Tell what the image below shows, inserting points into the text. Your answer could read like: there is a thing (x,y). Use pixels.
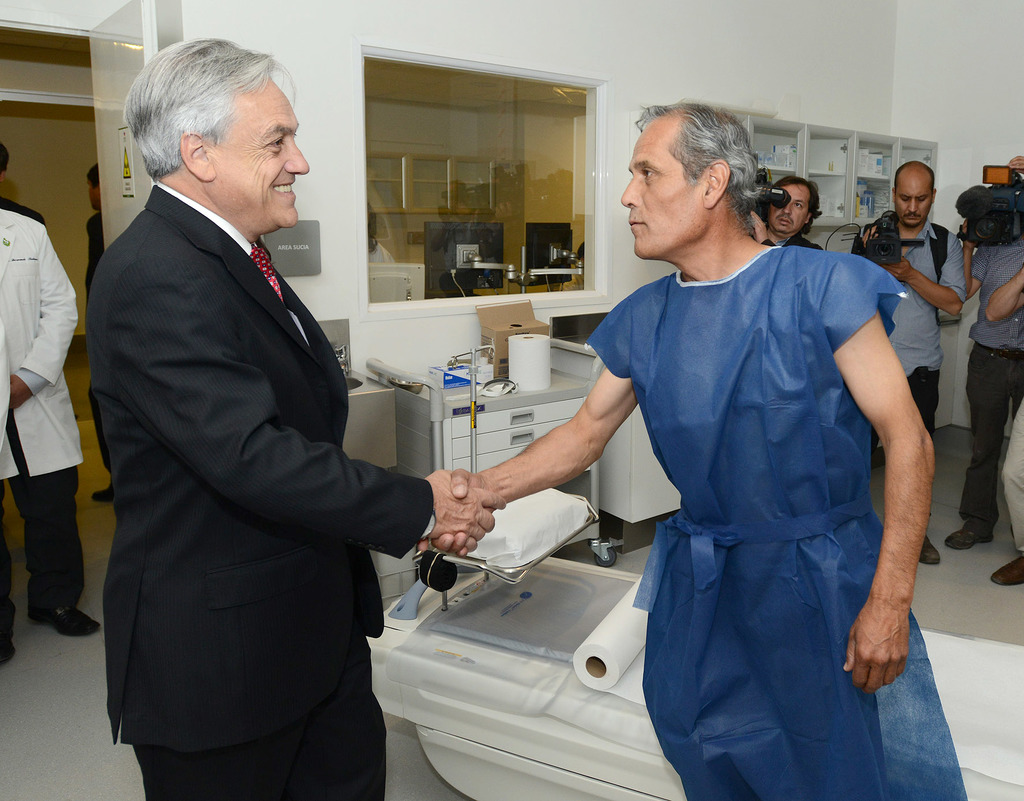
Here we can see few persons (1022,529) on the floor (78,753) and they are holding cameras (888,259) with their hands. Here we can see a table (570,402), tissue roll (632,630), glass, boards (311,233), and monitors (454,242). This is rack (876,216) and there is a door (125,46). In the background (909,75) we can see wall (785,86).
